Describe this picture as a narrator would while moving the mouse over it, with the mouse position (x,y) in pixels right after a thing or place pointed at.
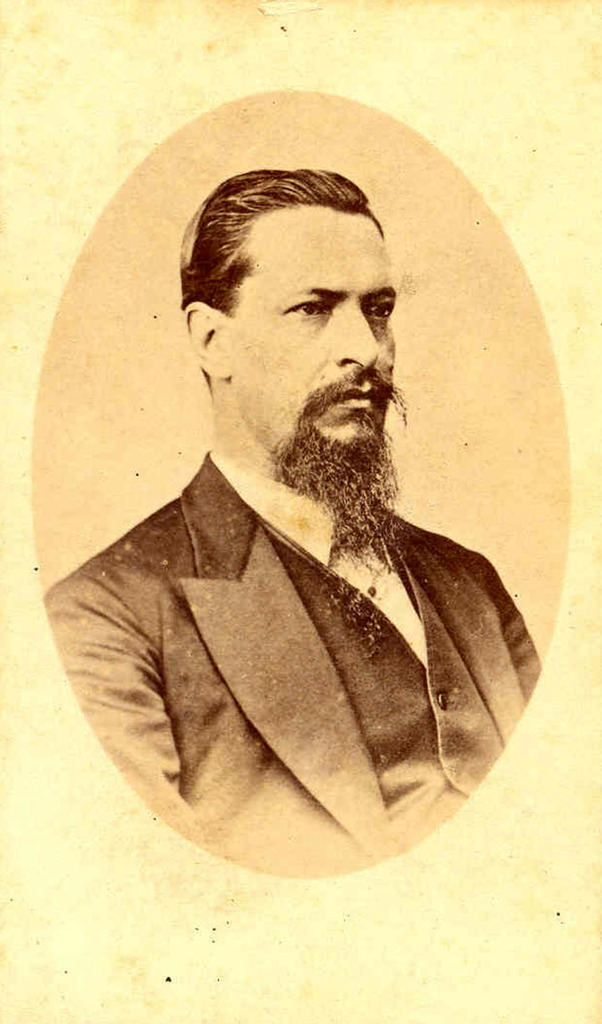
In this image there is a person (281,692) wearing a black colour dress (311,687) and having beard (339,472) on his face (332,386).
